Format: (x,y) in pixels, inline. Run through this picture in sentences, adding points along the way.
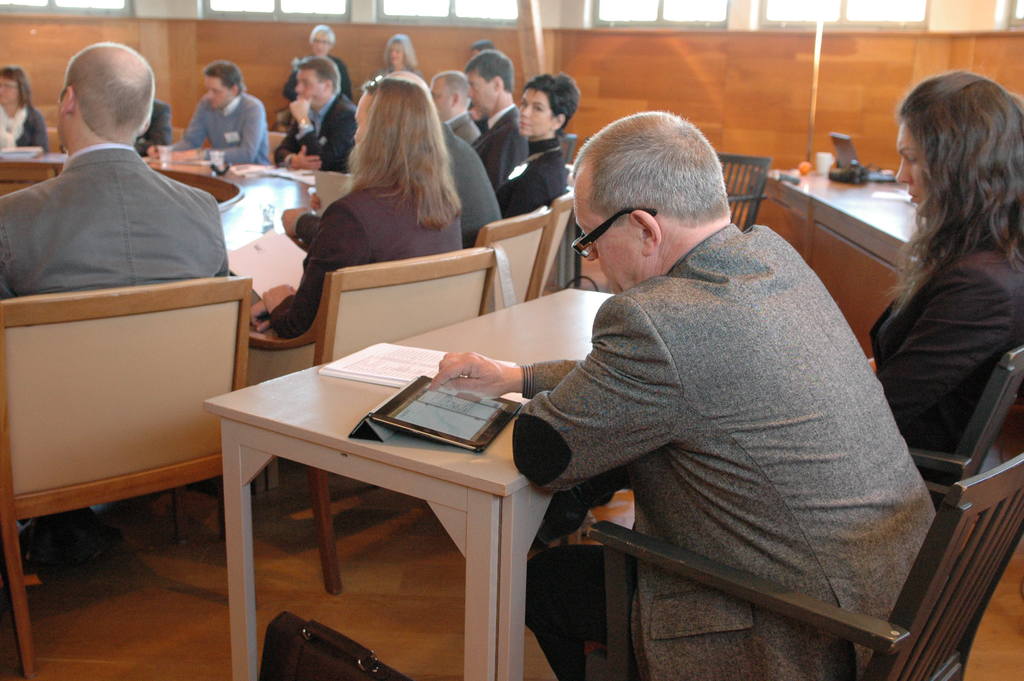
Here we have 2 people (941,232) who are sitting on black chairs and this man (672,390) is having tablet (438,392) and lady (944,228) is looking for some thing and here we have many people (299,67) sitting around a table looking like a conference. Here we have book (293,269) in her hand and on the round table (268,189) we have glasses (269,206), water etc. They also wear id cards (235,137). This seems like an office place (285,550) and in the right (847,231) we have table (834,196) and on it we have telephone (869,165).
